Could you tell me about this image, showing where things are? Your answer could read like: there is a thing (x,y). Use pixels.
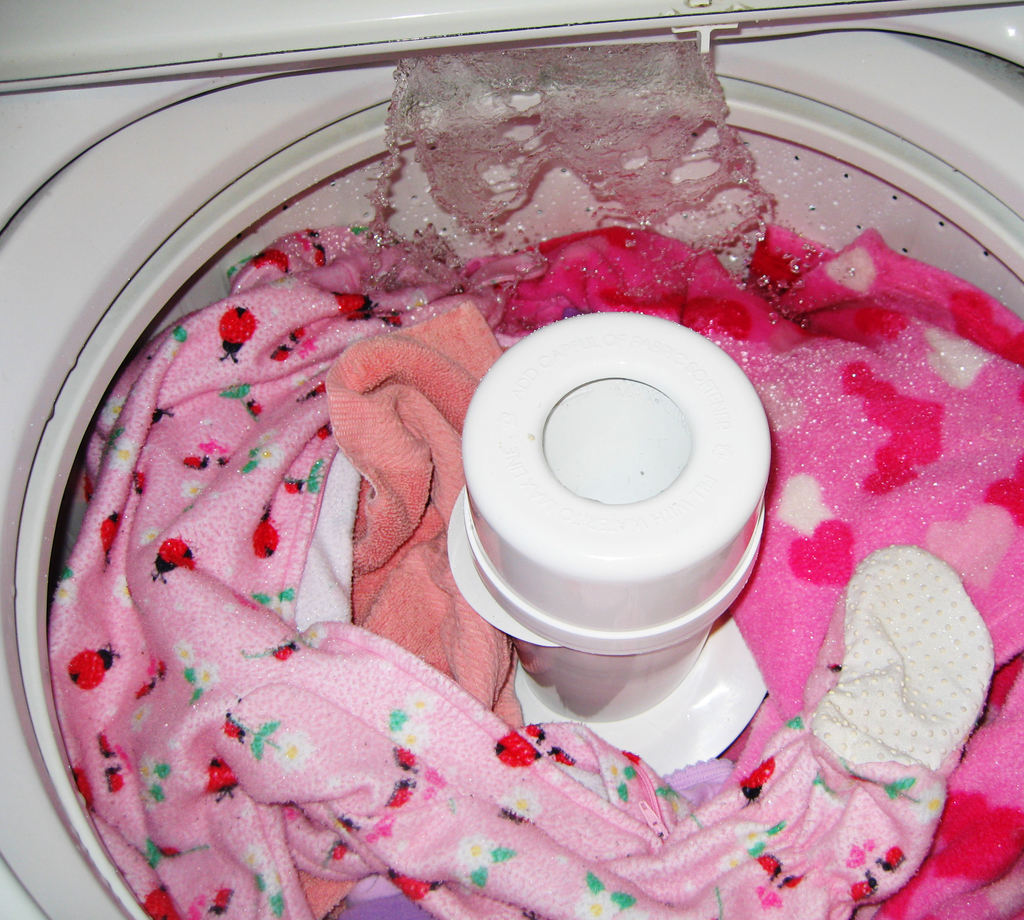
In this image we can see some clothes (197,725) in the washing machine (559,458), also we can see the water (565,95).
